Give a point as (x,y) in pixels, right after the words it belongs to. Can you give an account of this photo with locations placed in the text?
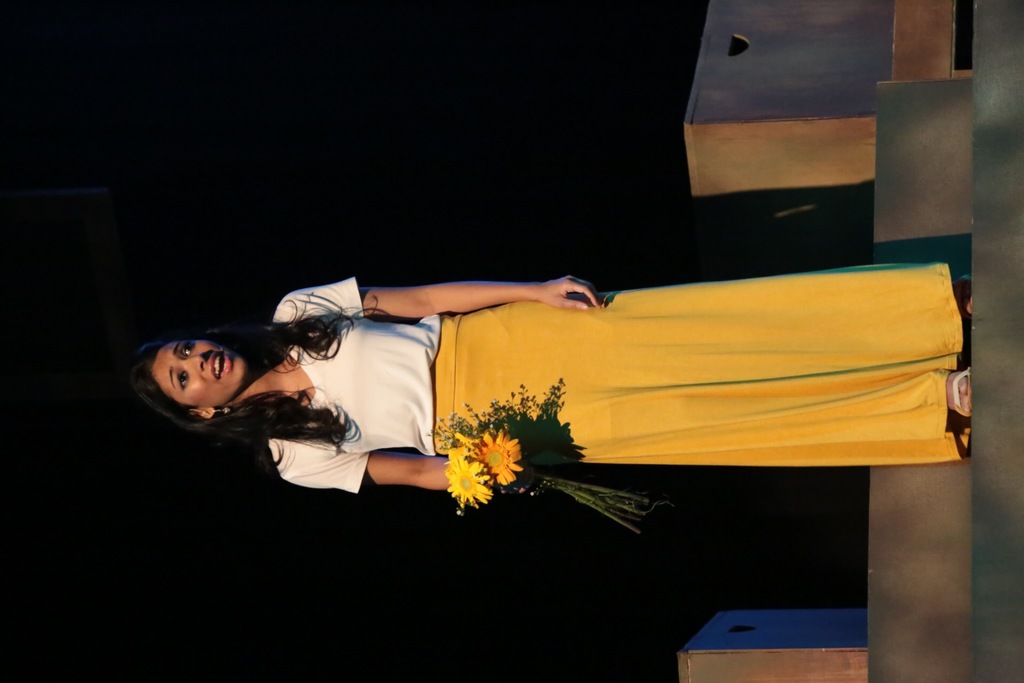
In the center of the image (578,319) there is a lady (350,483) holding flowers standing on the staircase (943,610). There are boxes (821,192). The background of the image (383,180) is black in color.
